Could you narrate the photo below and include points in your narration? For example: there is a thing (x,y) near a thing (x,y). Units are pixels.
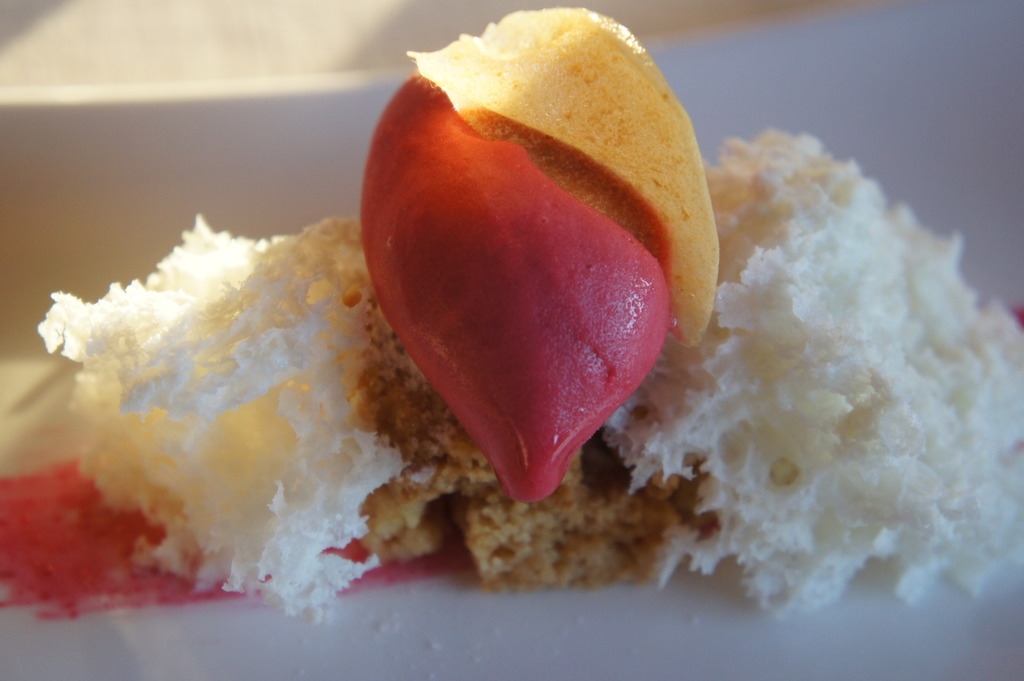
In this picture we can see bread (700,481) and other food (462,191).
